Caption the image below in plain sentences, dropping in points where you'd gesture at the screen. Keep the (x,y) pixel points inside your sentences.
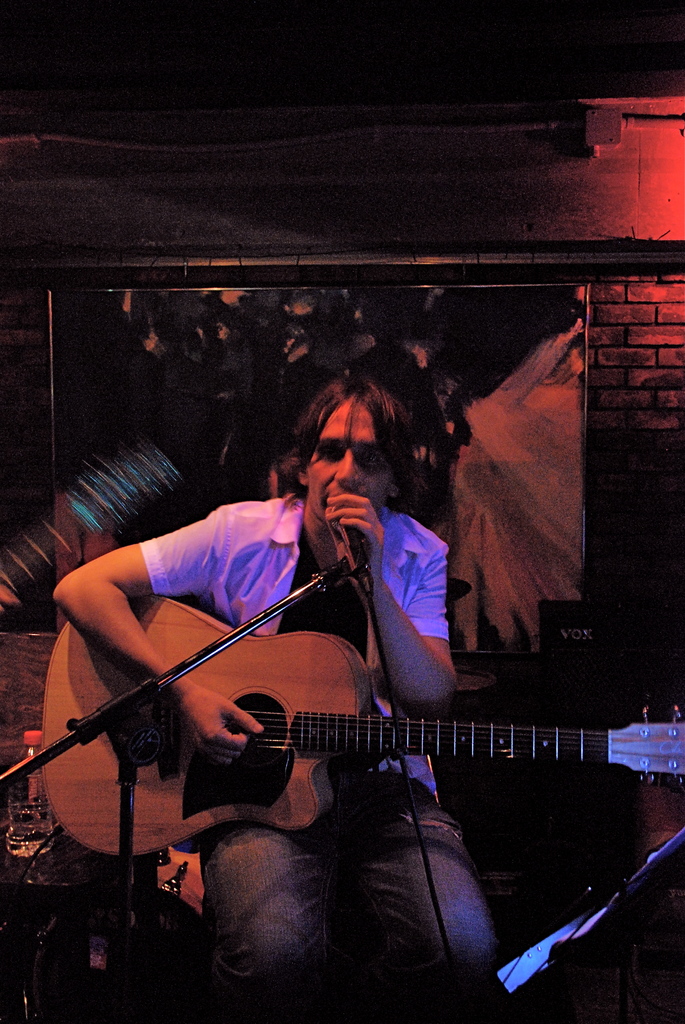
A person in the dark room (22,1023) who is holding a microphone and a guitar (63,801) and also behind him a wall poster (199,402) on the bricks wall (616,357). And also have some wire line connection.
